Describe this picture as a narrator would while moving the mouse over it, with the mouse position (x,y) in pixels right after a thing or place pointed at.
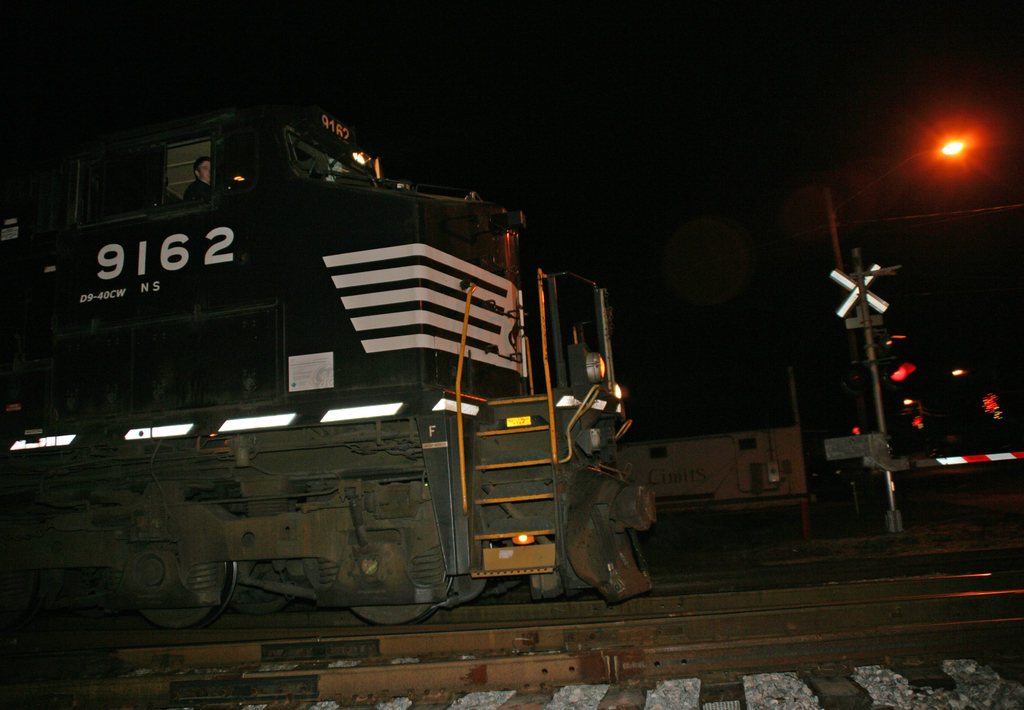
In this picture I can observe a train (235,521) on the railway track (483,604). On the right (882,429) there is a pole (868,323) and a red color light (957,146). The background (280,21) is completely dark.
